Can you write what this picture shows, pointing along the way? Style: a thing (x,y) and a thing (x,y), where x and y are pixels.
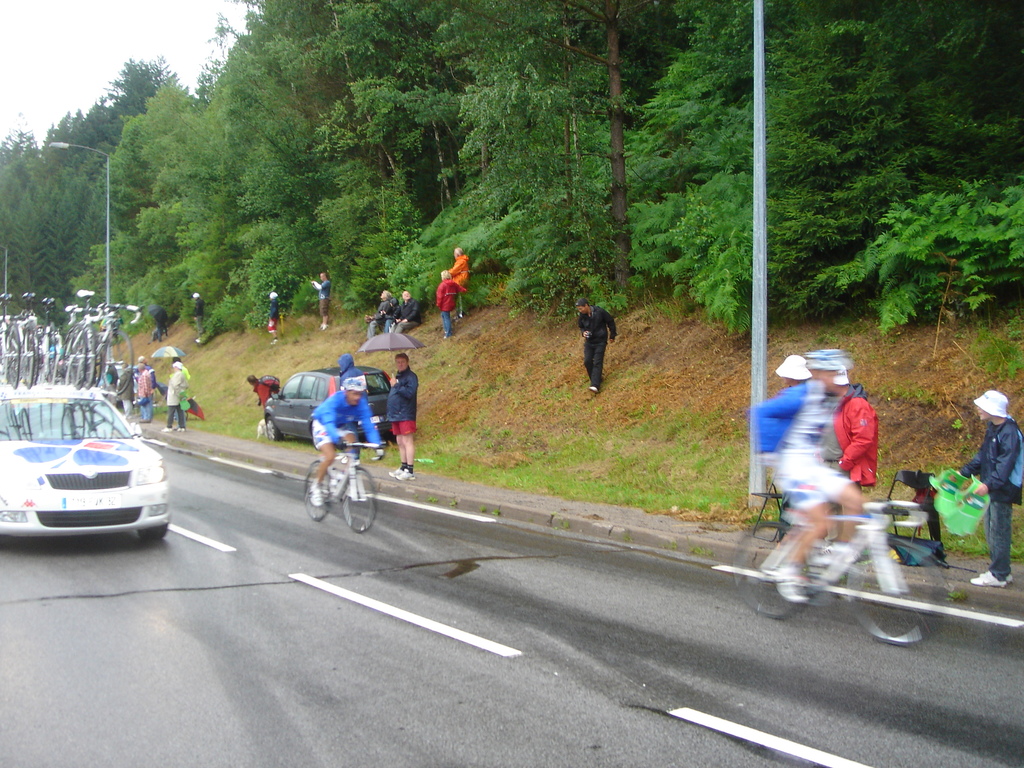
Few persons (582,321) are standing and few persons (395,317) are sitting and these two persons (825,403) are riding bicycle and wear helmet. We can see car (88,468) on the road (201,587). We can see trees (395,89) and sky (95,61).
